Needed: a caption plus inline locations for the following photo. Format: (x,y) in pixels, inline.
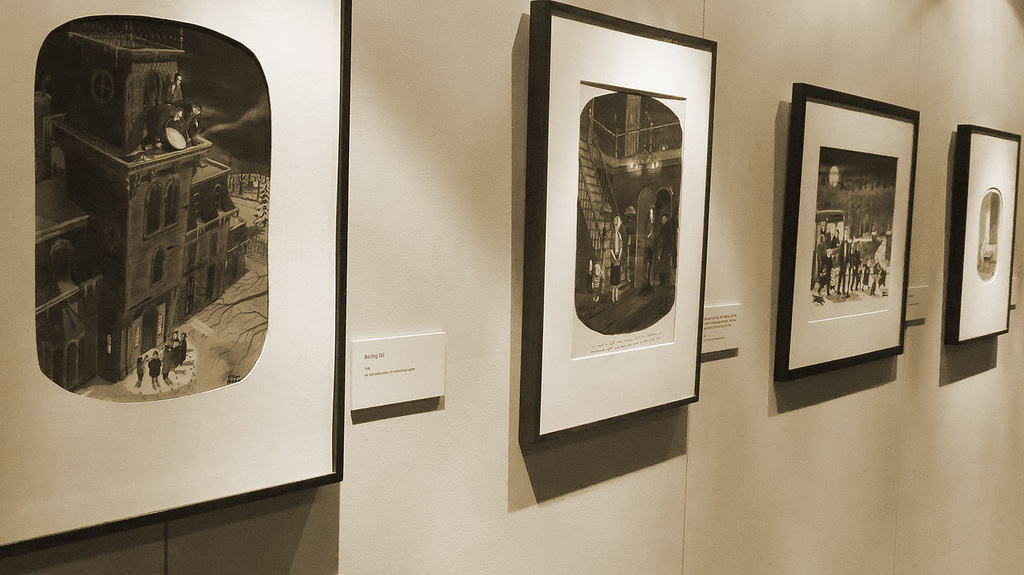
This picture consists of portraits (583,129), which are placed on the wall (712,426).
